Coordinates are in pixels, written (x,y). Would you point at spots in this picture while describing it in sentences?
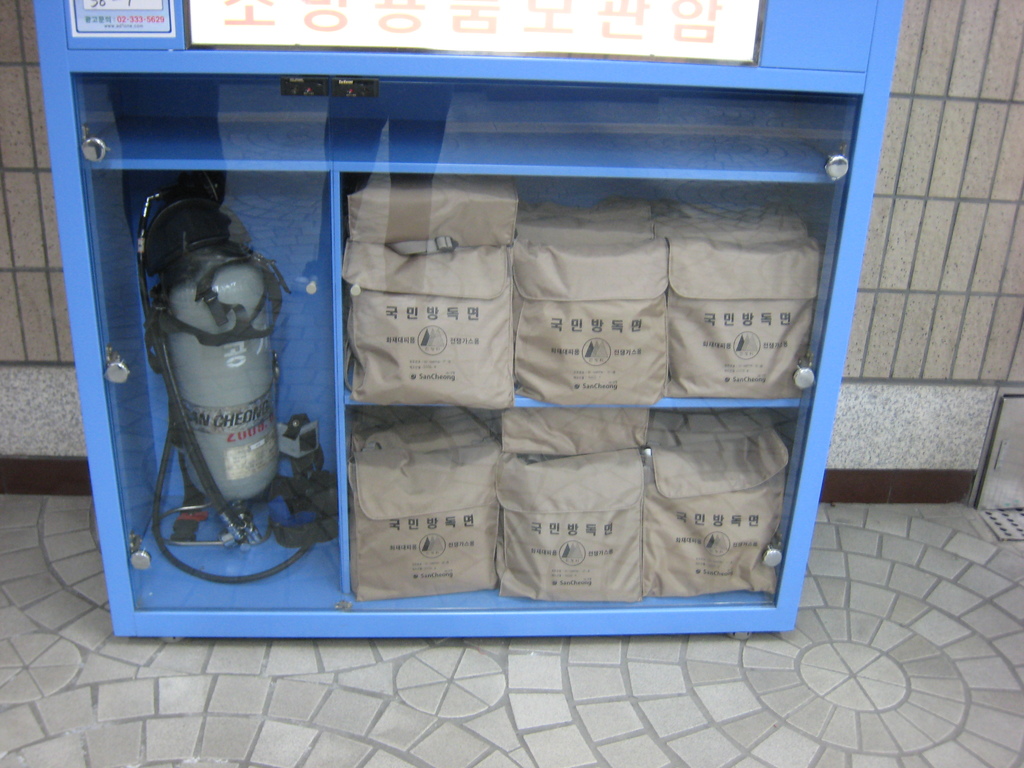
In the center of the image (672,475) there is a cupboard (579,613) and we can see bags (449,403) and a cylinder (224,425) placed in the cupboard (254,101). In the background (864,356) there is a wall (42,354).
